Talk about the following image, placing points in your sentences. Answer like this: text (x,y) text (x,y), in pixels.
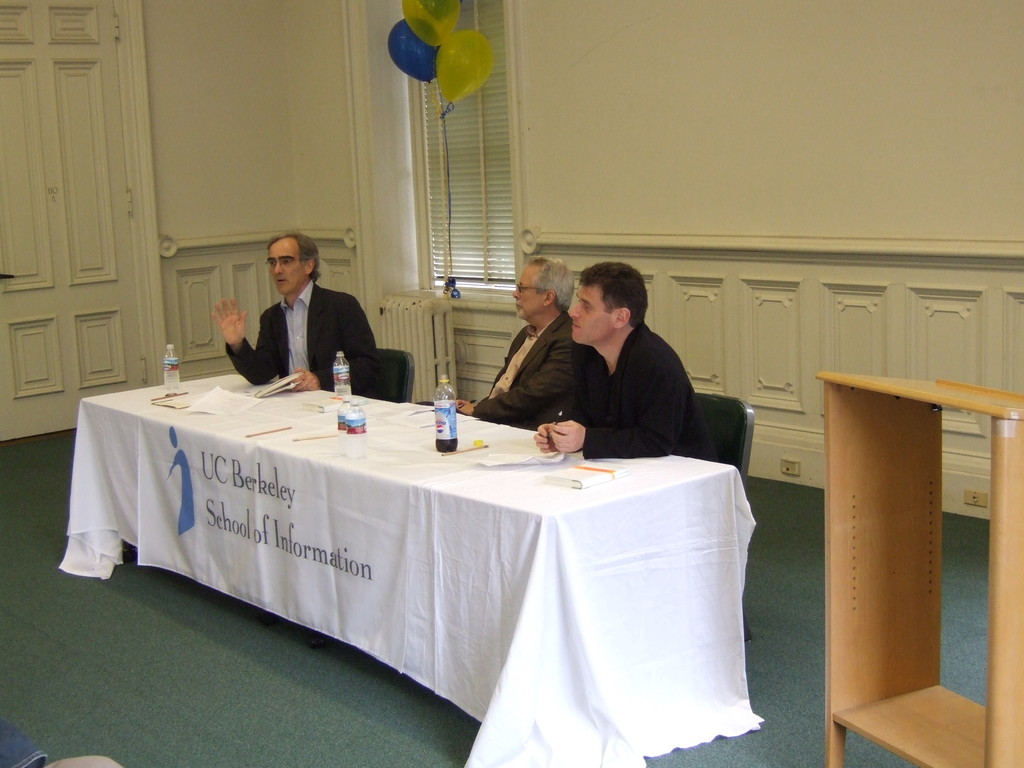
In this picture I can see people (496,383) sitting on the chair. I can see the table (383,487). I can see wooden podium (873,503) on the right side (896,532). I can see the door (108,312) on the left side (70,266). I can see the Venetian blind window (462,164).
